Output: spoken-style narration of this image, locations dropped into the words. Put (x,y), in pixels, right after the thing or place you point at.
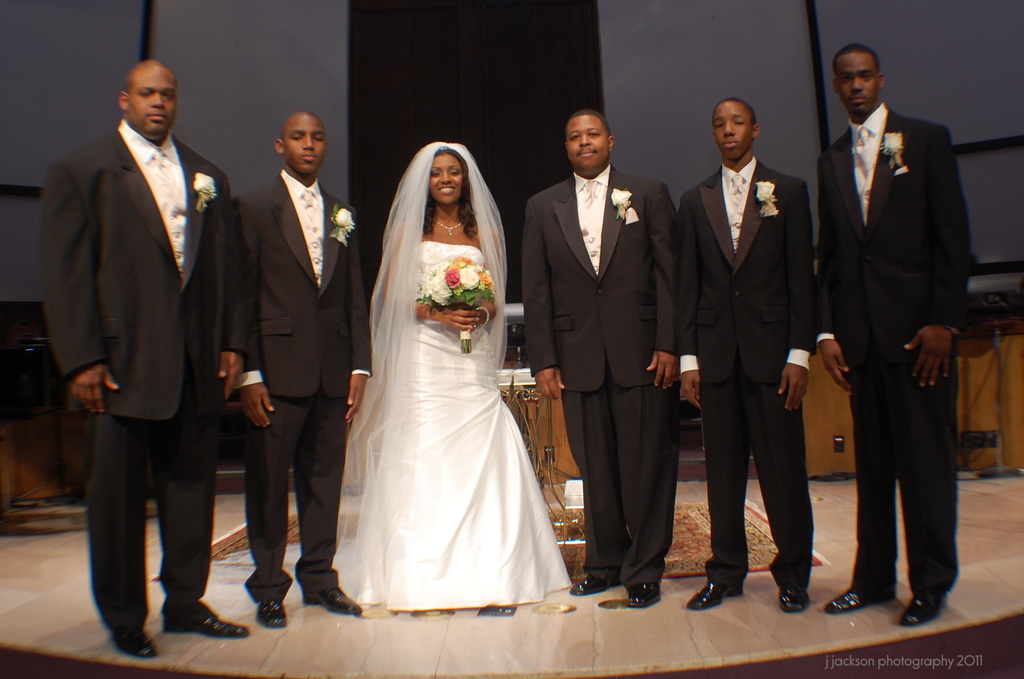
In this image I can see five men (287,245) wearing white and black colored dresses (259,242) and a woman (442,488) wearing white colored dress (465,405) are standing. I can see the woman (472,369) is holding a flower bouquet (481,286). I can see few wooden tables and the black and grey colored background (447,65).
